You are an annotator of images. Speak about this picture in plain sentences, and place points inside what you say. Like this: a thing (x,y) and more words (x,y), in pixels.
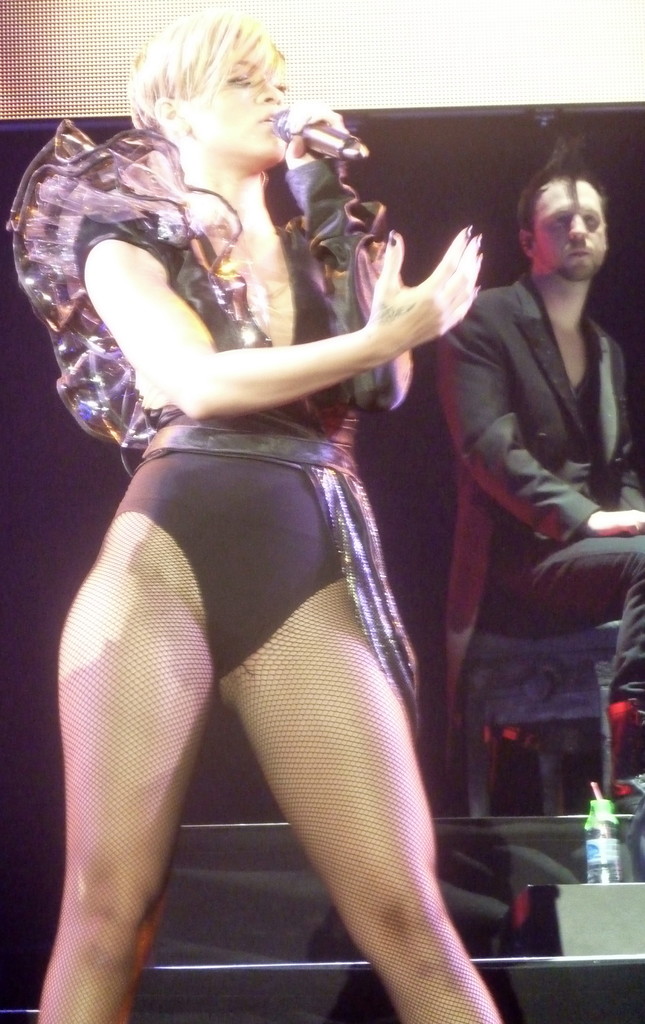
In this image there is one women (186,569) standing at left side of this image (84,217) is wearing black color dress (88,242) and holding a mic (355,149). There is one other person (528,442) sitting at right side of this image (548,534) is wearing black color blazer (510,411). There is a stage (593,968) at bottom of this image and there is one bottle (614,871) kept on one object (586,920) as we can see at bottom right corner of this image (599,929), and there is a wall (58,477) in the background (408,153).
